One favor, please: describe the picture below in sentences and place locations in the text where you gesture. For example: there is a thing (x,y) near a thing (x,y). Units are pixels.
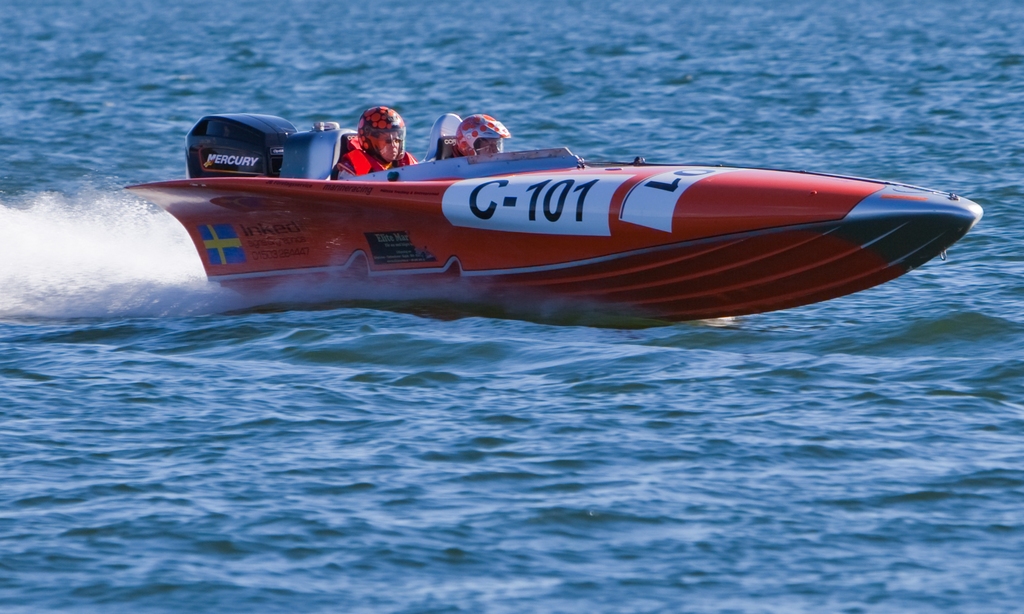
In this picture I can see there are two persons (366,157) riding a boat (506,249) and they are wearing life jackets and helmet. I can see there is flow in the water (412,447).
